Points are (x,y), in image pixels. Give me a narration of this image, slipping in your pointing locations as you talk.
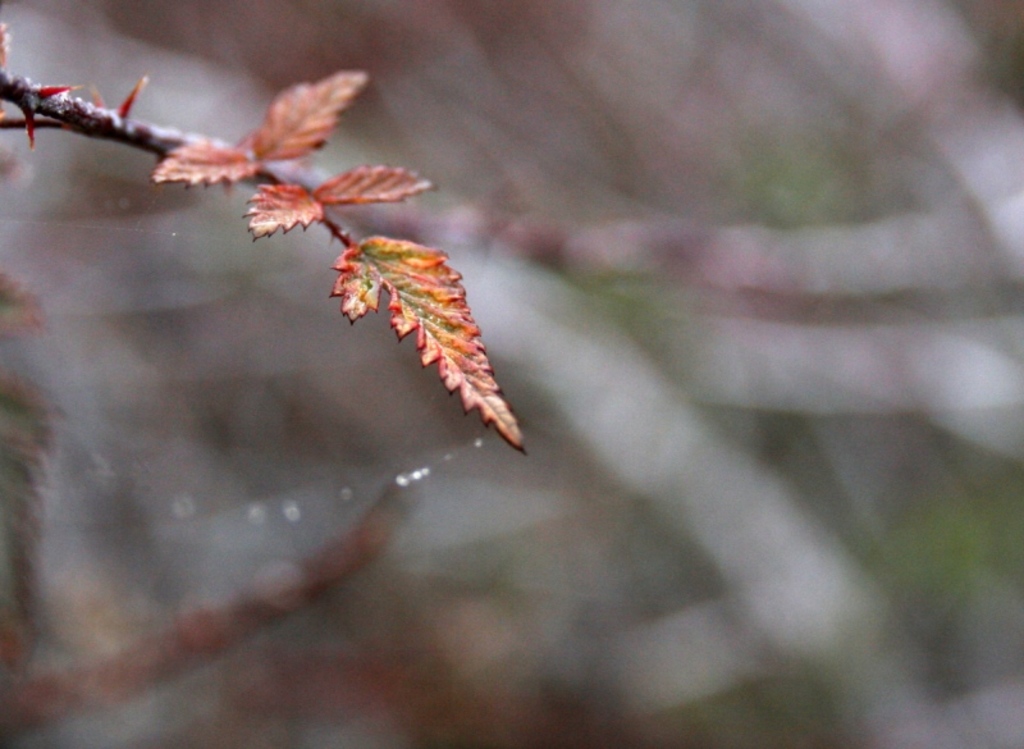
In this image I can see a plant (138,129) which is orange, green and yellow in color. I can see the blurry background (404,581).
